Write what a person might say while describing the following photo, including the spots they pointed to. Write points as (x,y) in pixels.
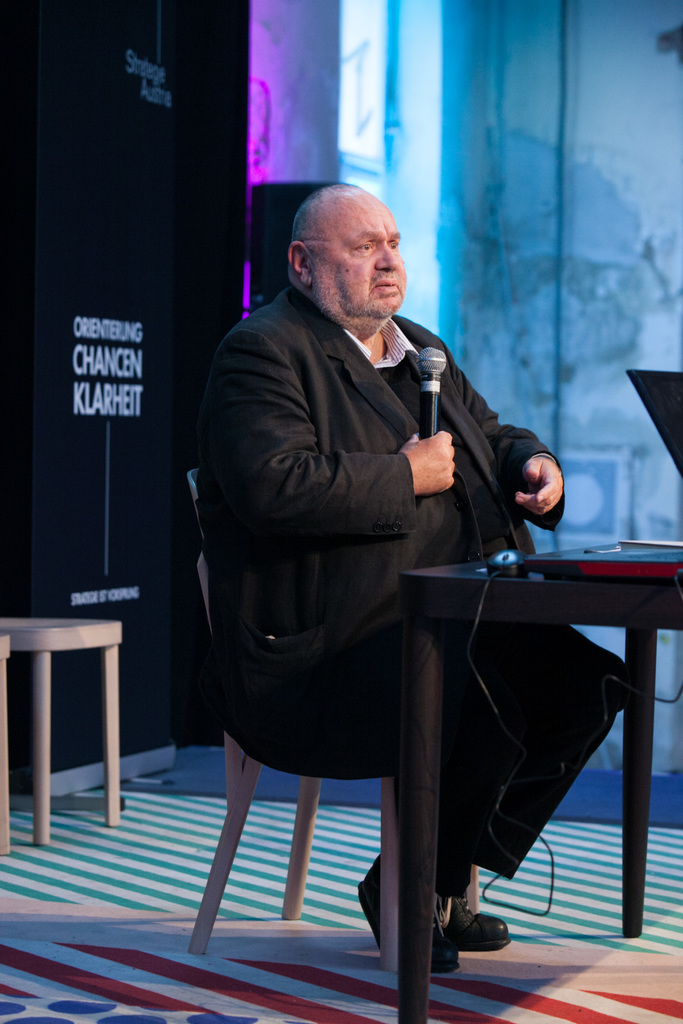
In this image I can see a man (491,726) is sitting and I can see he is holding a mic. I can see he is wearing black dress (401,655) and black shoes (459,944). In the background (106,622) I can see a chair (81,639), a board (162,551) and on this board (94,327) I can see something is written. Here on this table (530,581) I can see a mouse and a laptop (674,564).
